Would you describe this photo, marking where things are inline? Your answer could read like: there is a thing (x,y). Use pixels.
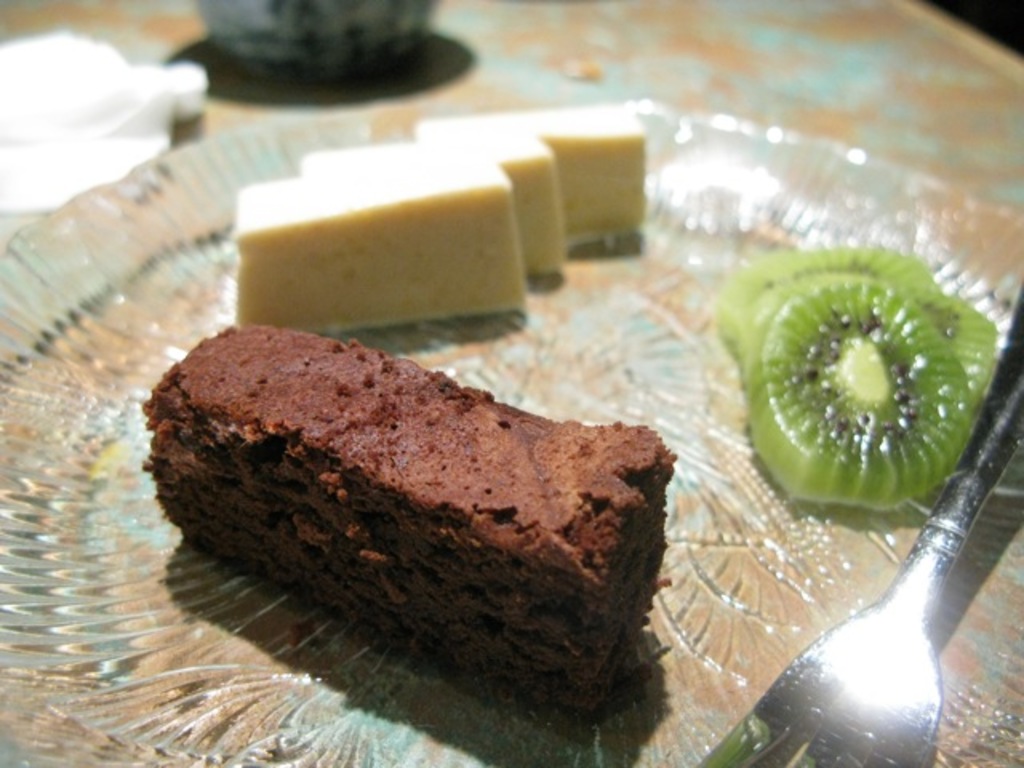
In this image at the bottom (672,547) there is one glass plate (390,348), and in the plate (135,399) there are some sweets (396,426) and fruit slices (891,446) and one fork (916,616). And in the background (147,111) there is a tissue paper (115,63) and some object (381,17), at the bottom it looks like a table (706,72).
